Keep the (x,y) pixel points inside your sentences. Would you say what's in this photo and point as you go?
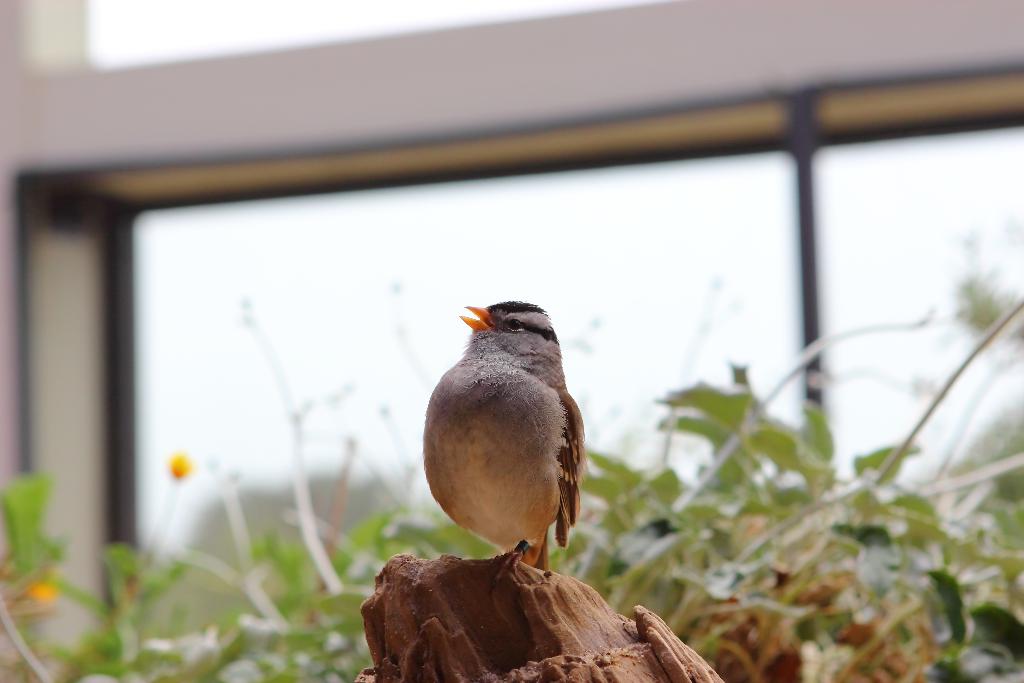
In this image in the foreground (488,430) there is one bird (511,419) which is on a tree (588,602), and in the background (596,552) there are some plants (764,456), glass window (704,255) and wall (47,124).
